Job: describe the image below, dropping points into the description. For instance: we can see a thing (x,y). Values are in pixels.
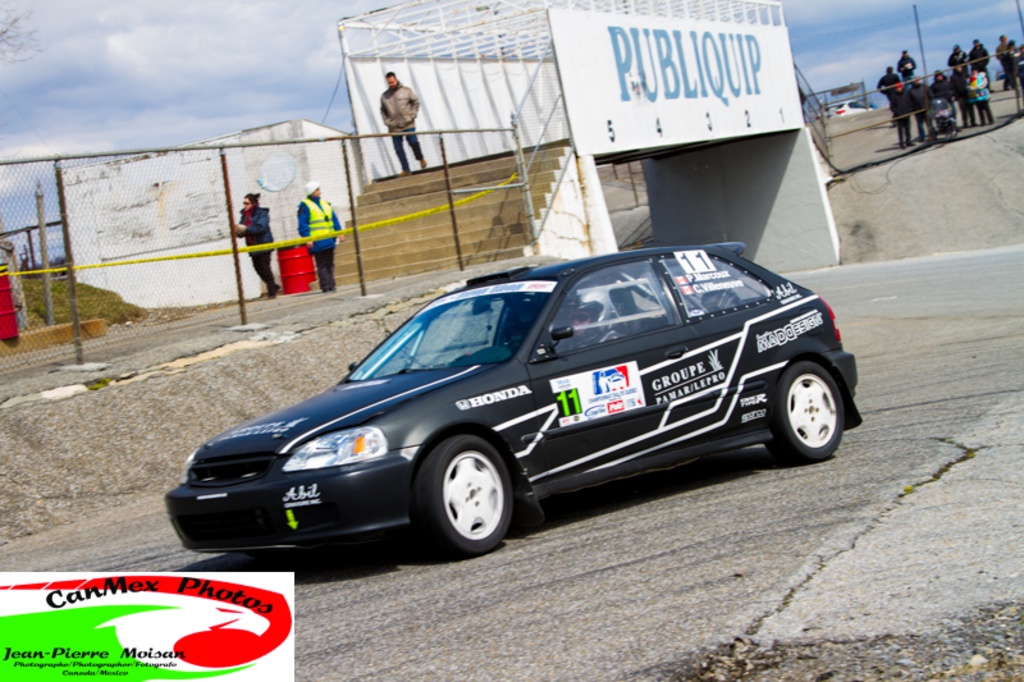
In the middle (607,436) it is a car (599,438) in black color, here a man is walking, it is a bridge (700,85) in this image. On the right side (981,67) a few people (921,123) are standing and looking at this side.
